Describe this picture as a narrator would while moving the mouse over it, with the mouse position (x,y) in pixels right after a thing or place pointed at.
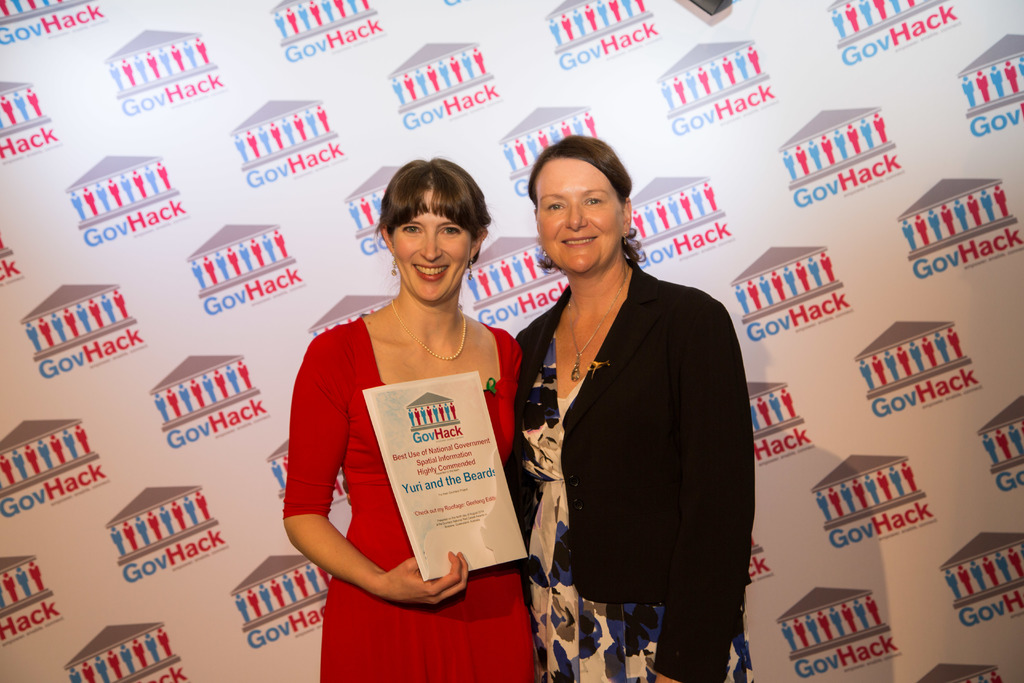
There are two women (395,552) standing in the middle of this image (441,370). The woman (370,510) standing on the left side (318,481) is holding a certificate (451,516). We can see a board (224,286) in the background (763,239).
